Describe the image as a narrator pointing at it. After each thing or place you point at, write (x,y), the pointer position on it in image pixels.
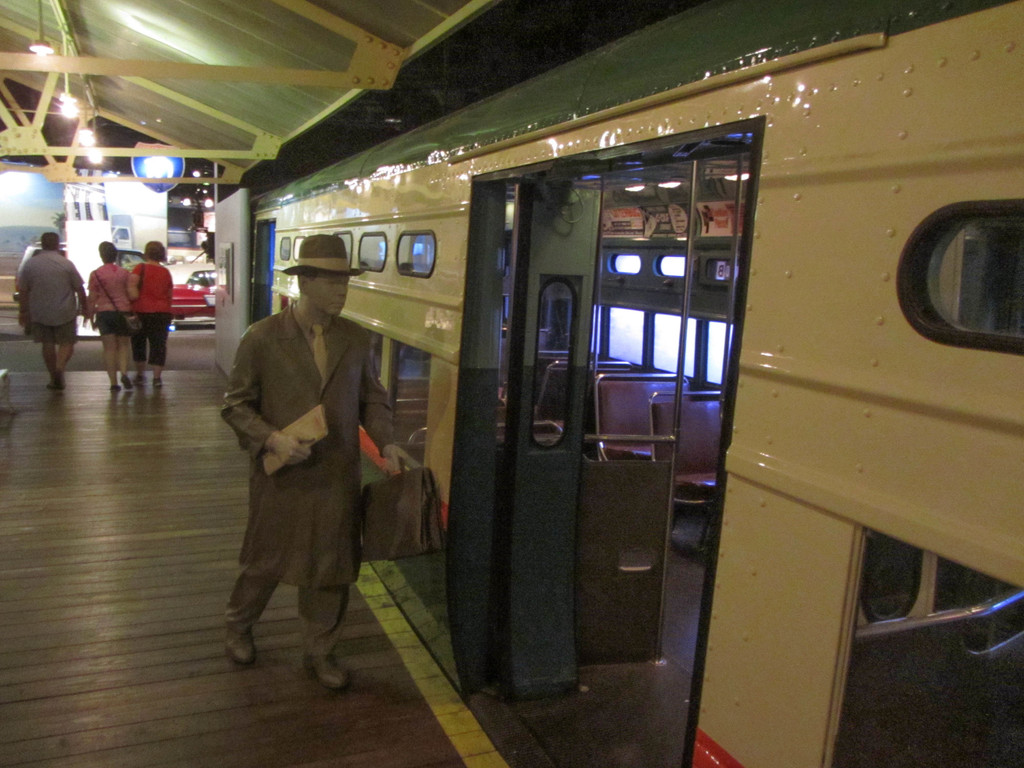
In the image we can see there are people (127,367) walking, wearing clothes (152,345) and some people (142,332) are carrying a bag (403,491). Here we can see the train (881,415), footpath (199,373) and lights (99,155). We can even see the building (105,215) and the vehicle (191,306).
